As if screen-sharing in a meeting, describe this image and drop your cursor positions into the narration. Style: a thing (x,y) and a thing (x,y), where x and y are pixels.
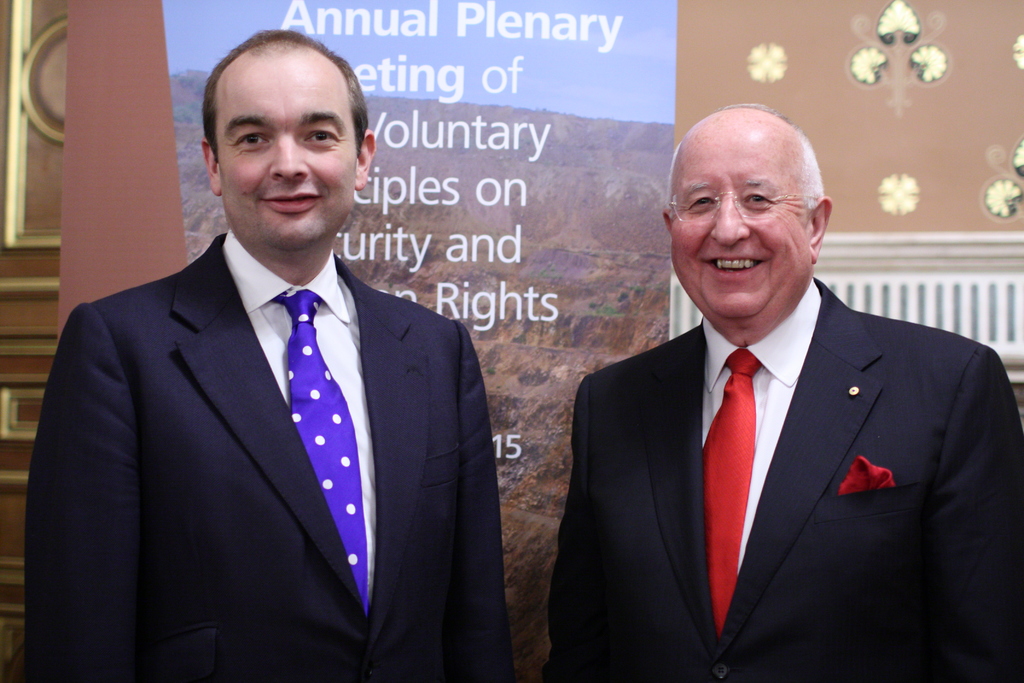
In this image we can see men (246,428) standing and smiling. In the background (375,94) there are advertising (553,123) and wall (847,136).
